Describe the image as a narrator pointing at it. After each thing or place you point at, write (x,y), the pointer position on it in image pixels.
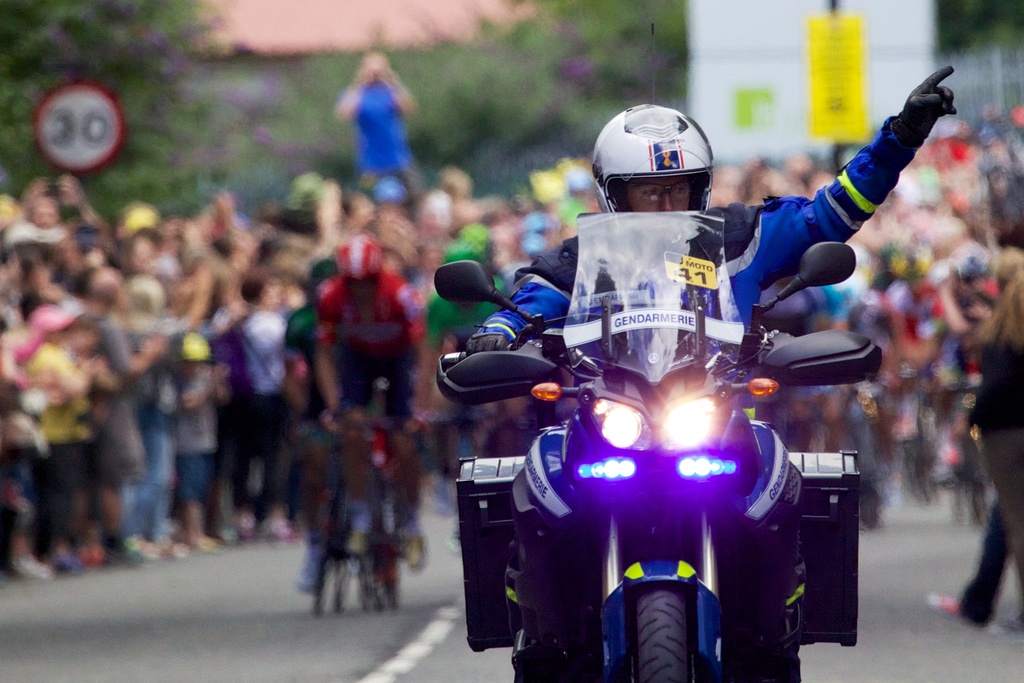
In the foreground of the image (588,316) there is a person (537,300) riding a bike (585,410) wearing a helmet (597,158). In the background of the image (71,247) there are people (28,259) standing. There are people (435,307) riding bicycles (959,453). There are trees (502,91). There are boards (795,42) with some text (830,64). At the bottom of the image (199,630) there is road (201,646).
